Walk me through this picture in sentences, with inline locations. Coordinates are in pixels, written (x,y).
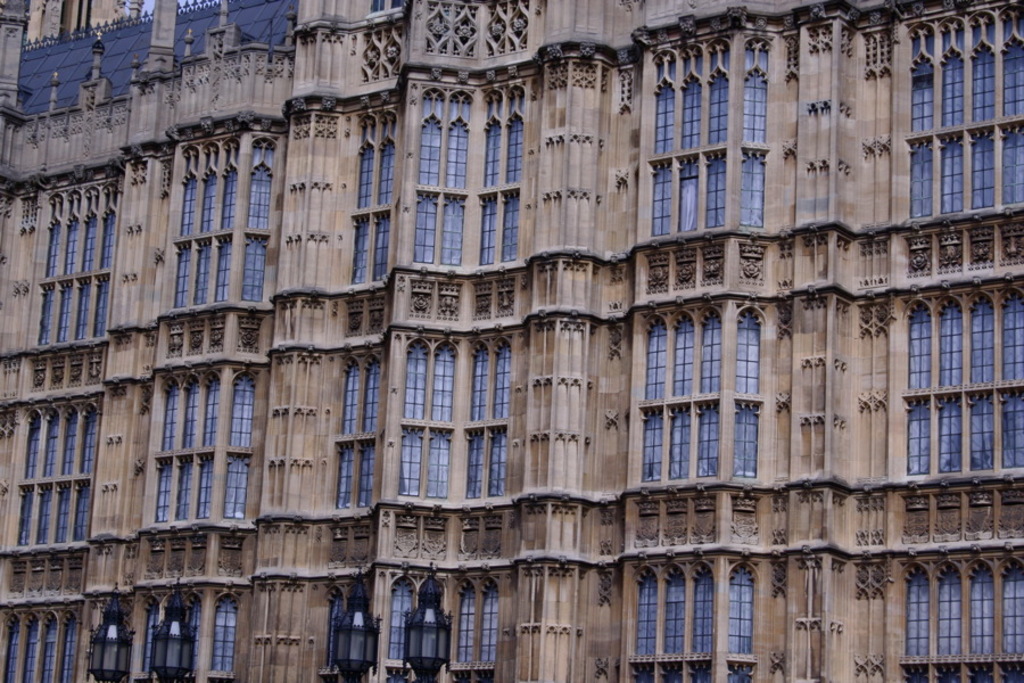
As we can see in the image there are buildings (627,221), windows (366,417) and street lamps (351,626).
